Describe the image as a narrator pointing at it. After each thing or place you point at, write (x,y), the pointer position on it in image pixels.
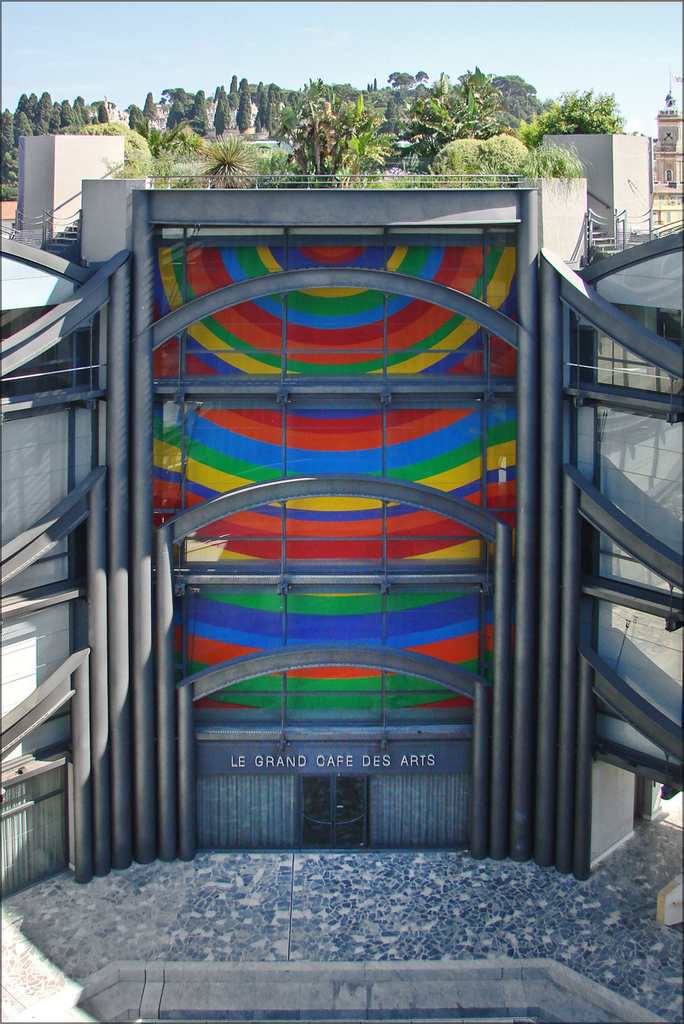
In this picture we can see building (494,534), trees (521,88) and sky (68,67). Something written on this building (314,760). These are designed glass walls (469,454).
